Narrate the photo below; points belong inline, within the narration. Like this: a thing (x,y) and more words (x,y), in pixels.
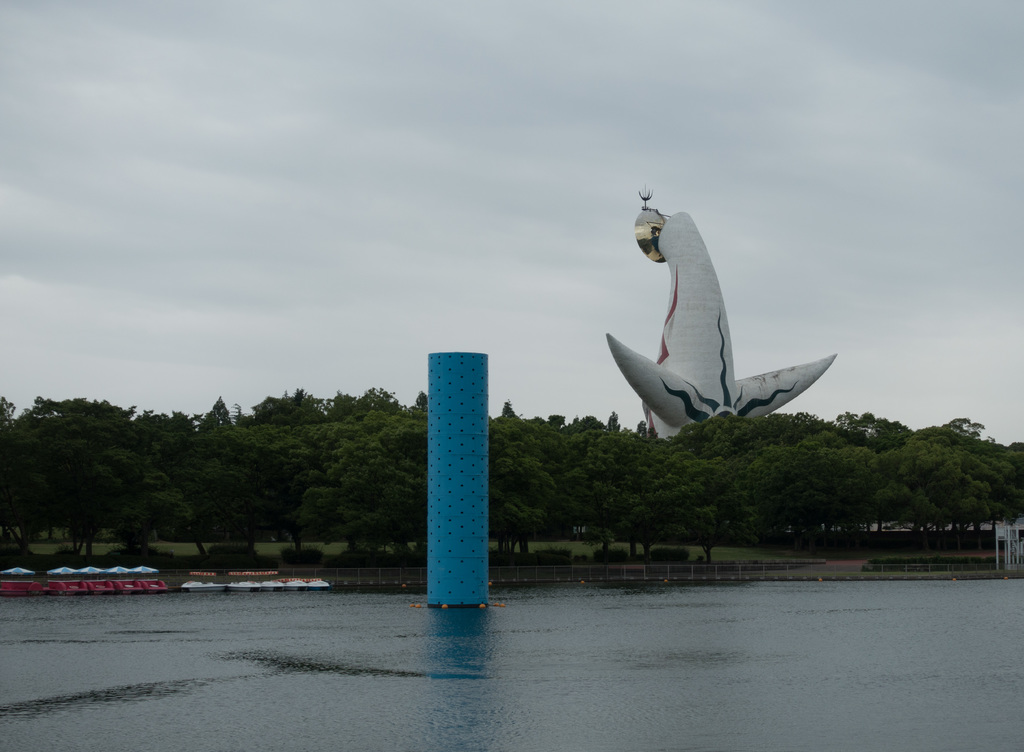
In the center of the image (459,460), we can see an object (467,578) which is in blue color and in the background (368,400), there are trees (642,450) and there is a sculpture (670,379). At the bottom (453,708), there is water (426,725).
